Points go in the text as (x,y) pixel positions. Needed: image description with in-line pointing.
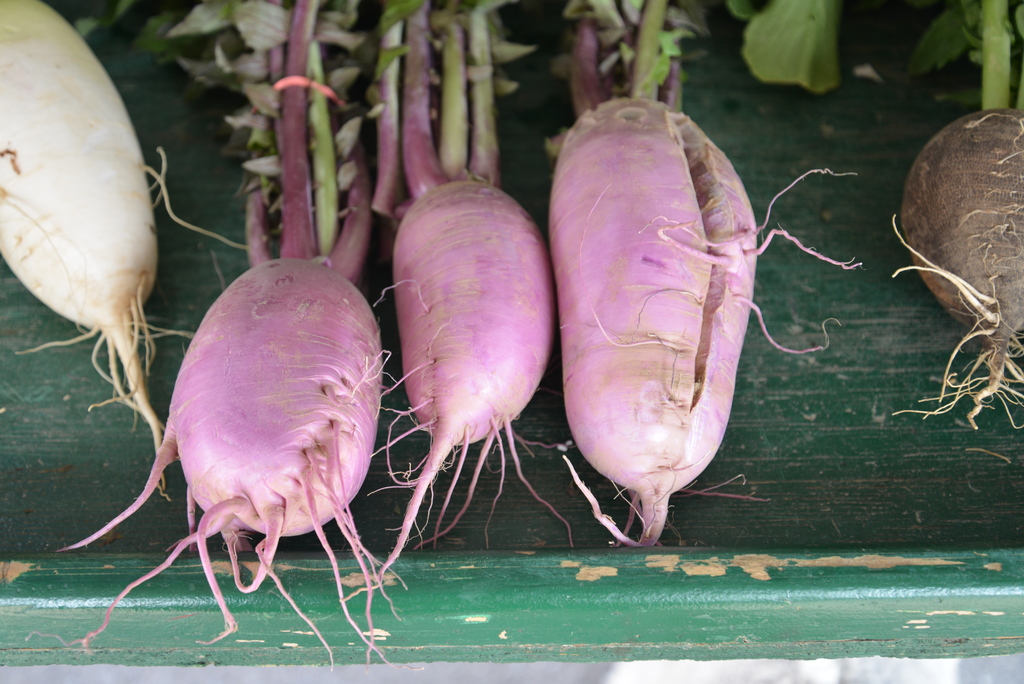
In this picture we can see some different colors of radishes (534,341) to the plant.
